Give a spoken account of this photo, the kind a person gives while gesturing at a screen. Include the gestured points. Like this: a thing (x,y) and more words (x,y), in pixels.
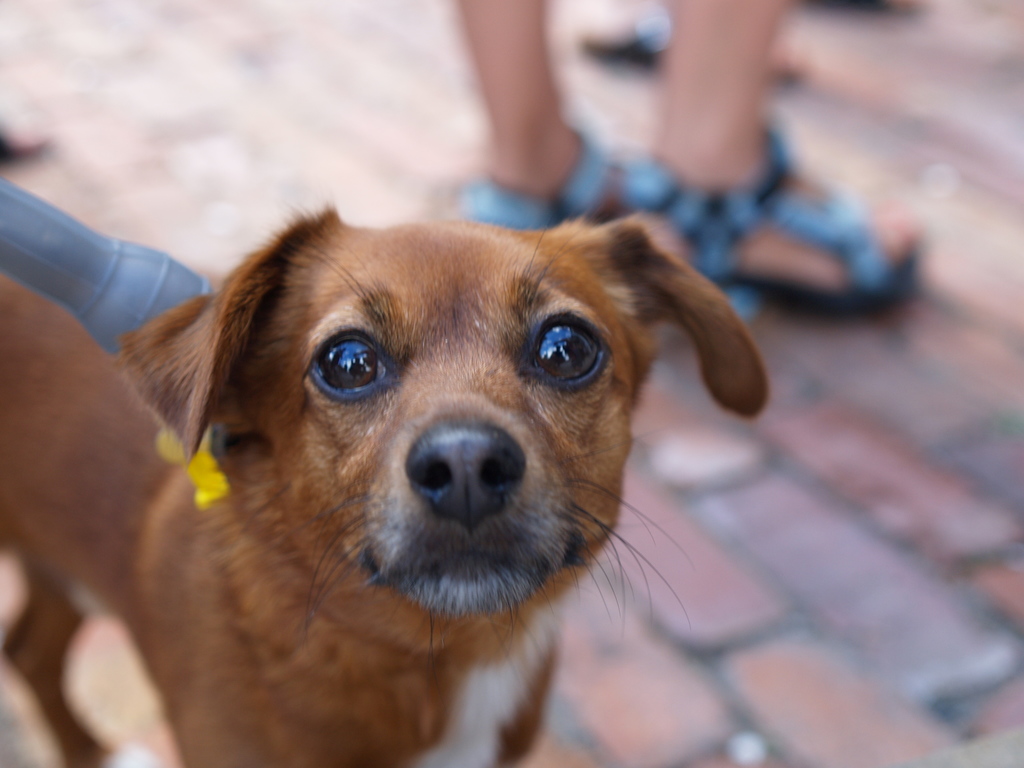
In this image I can see a dog (547,408), object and a person (520,152) on the road (725,445). This image is taken may be during a day.
